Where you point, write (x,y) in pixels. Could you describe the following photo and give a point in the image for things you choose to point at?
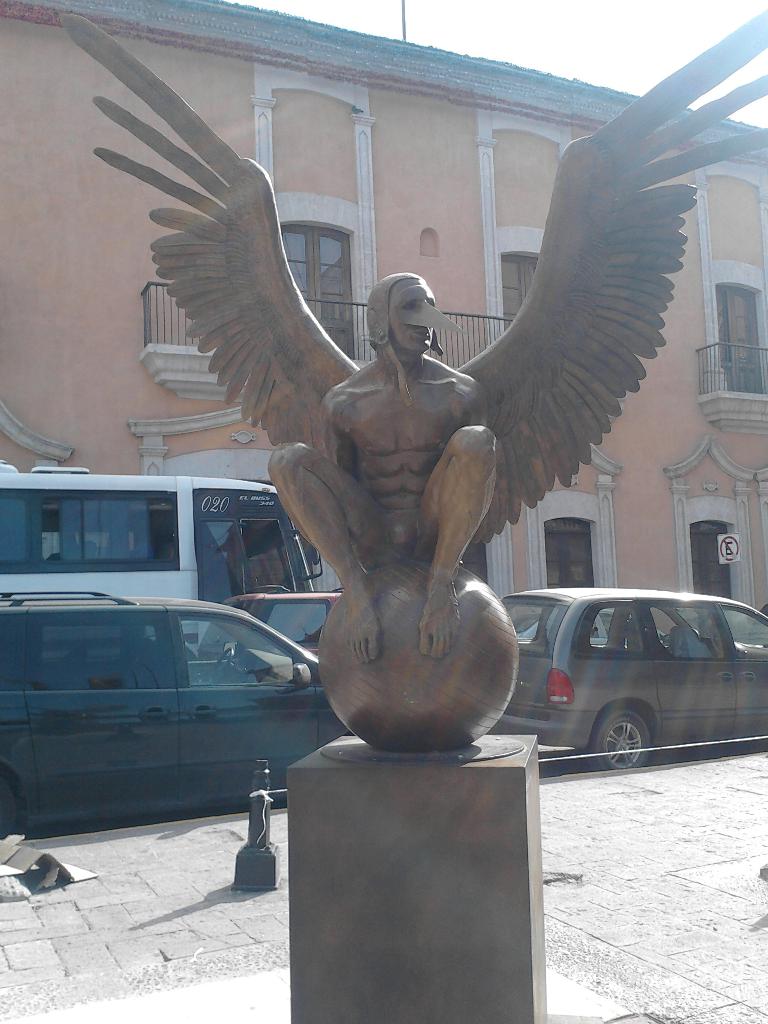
There is the sculpture of a person (276,362), it has some wings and behind the sculpture (429,584) there are few vehicles (686,603) and behind the vehicles (75,728) there is a big building (387,128).
